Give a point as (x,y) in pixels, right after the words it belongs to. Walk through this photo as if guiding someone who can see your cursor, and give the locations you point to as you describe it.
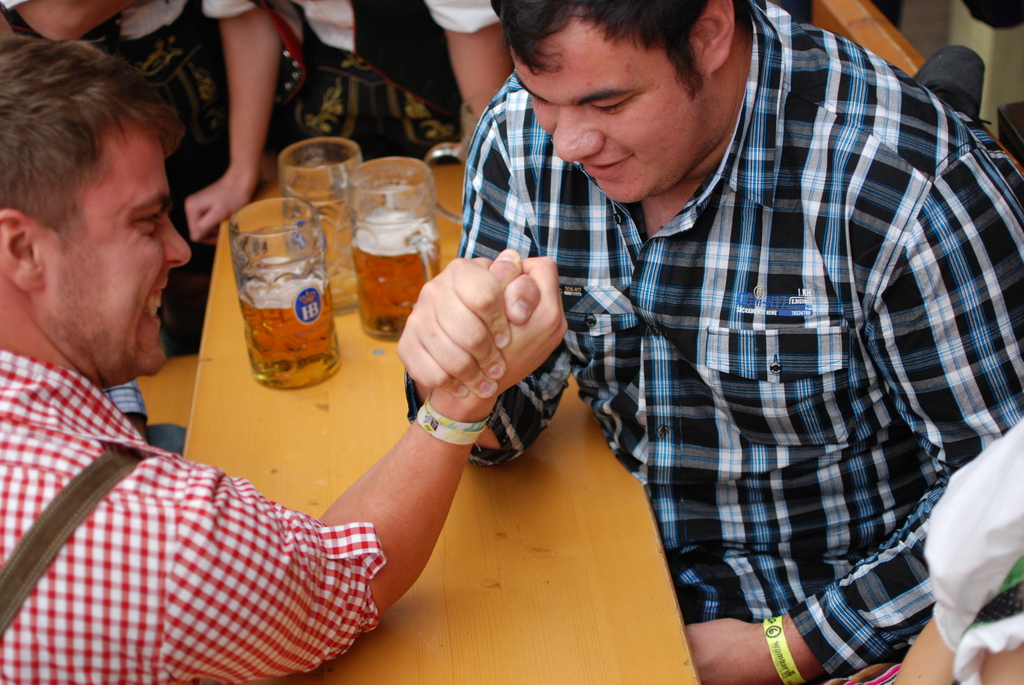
In this image, we can see these two people (915,242) are arm wrestling on the table (489,597), and there are three glasses (304,312) on the table (375,386).
